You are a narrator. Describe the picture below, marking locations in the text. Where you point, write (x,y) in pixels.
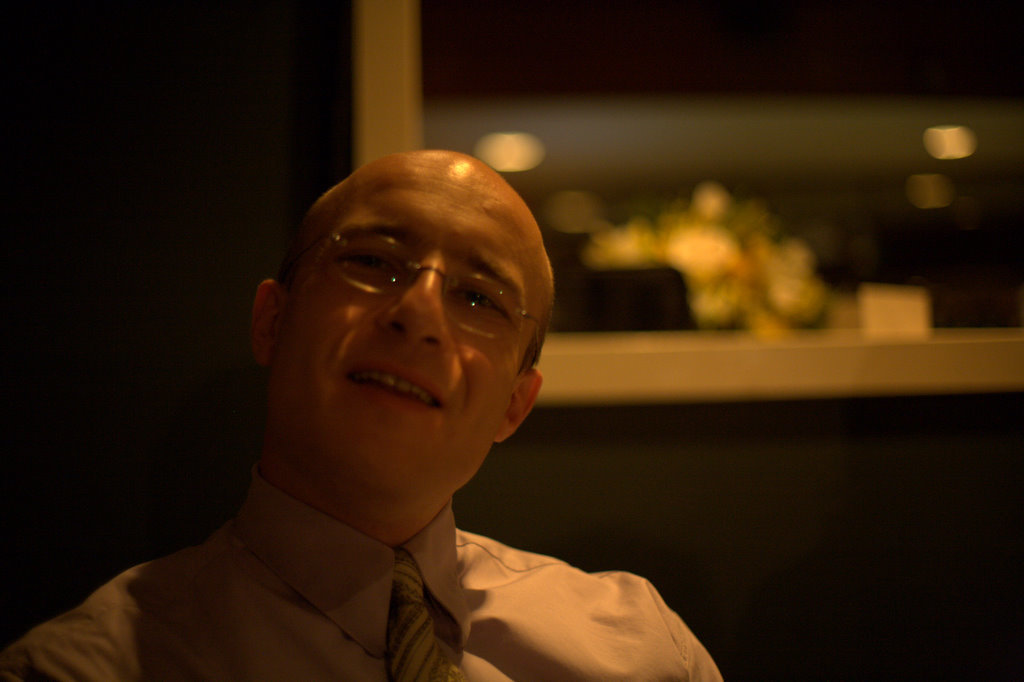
In this picture I can see there is a man (565,602) sitting and he is smiling, he is wearing spectacles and in the backdrop (999,54) there is a window (610,92) and there are few lights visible from the window (999,54).
